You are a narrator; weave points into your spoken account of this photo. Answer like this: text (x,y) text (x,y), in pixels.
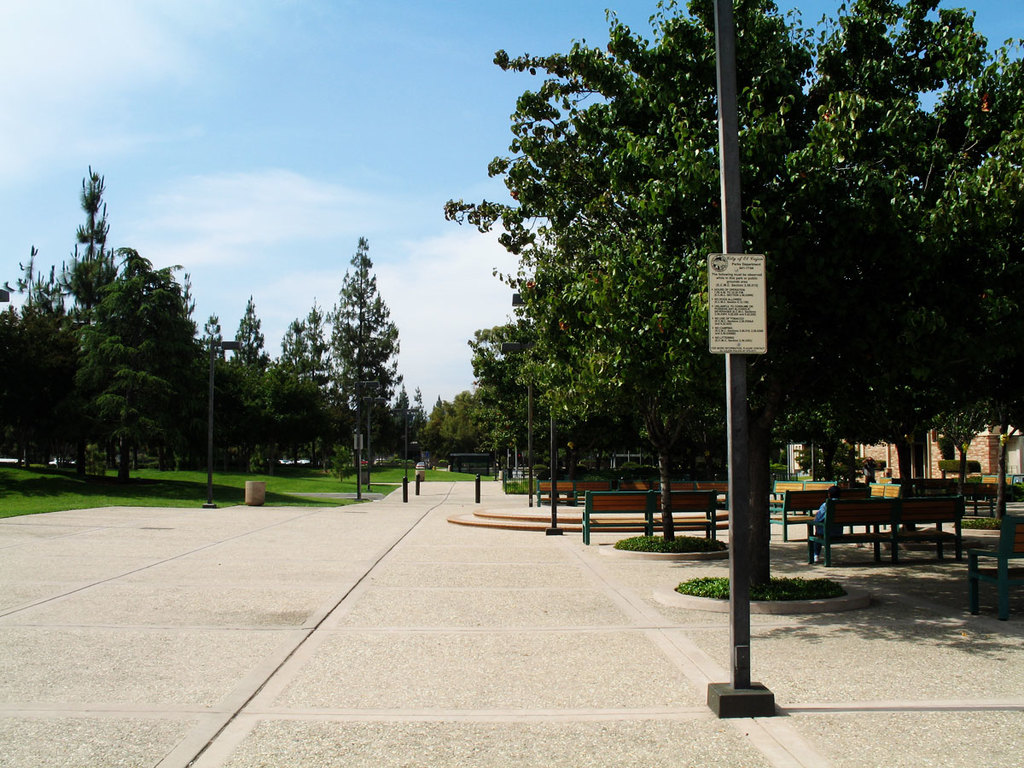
In this image we can see many trees (660,277) and we can also see the poles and also benches (851,506). There is also the building (976,455). At the top (302,38) there is sky (291,61) with some clouds (253,176) and at the bottom (292,617) we can see the path (464,673).
